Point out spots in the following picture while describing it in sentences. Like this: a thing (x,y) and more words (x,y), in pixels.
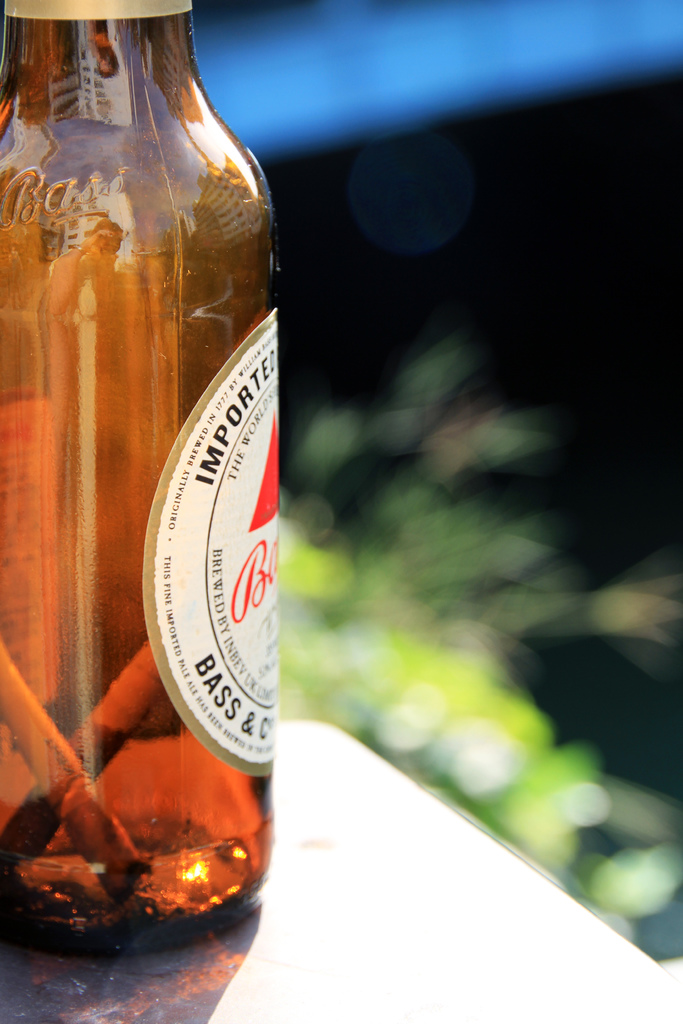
There is a bottle (79,438). Few objects (70,777) inside of the bottle (124,476). The bottle (240,753) has a sticker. The bottle (24,343) placed on a table (329,747).
